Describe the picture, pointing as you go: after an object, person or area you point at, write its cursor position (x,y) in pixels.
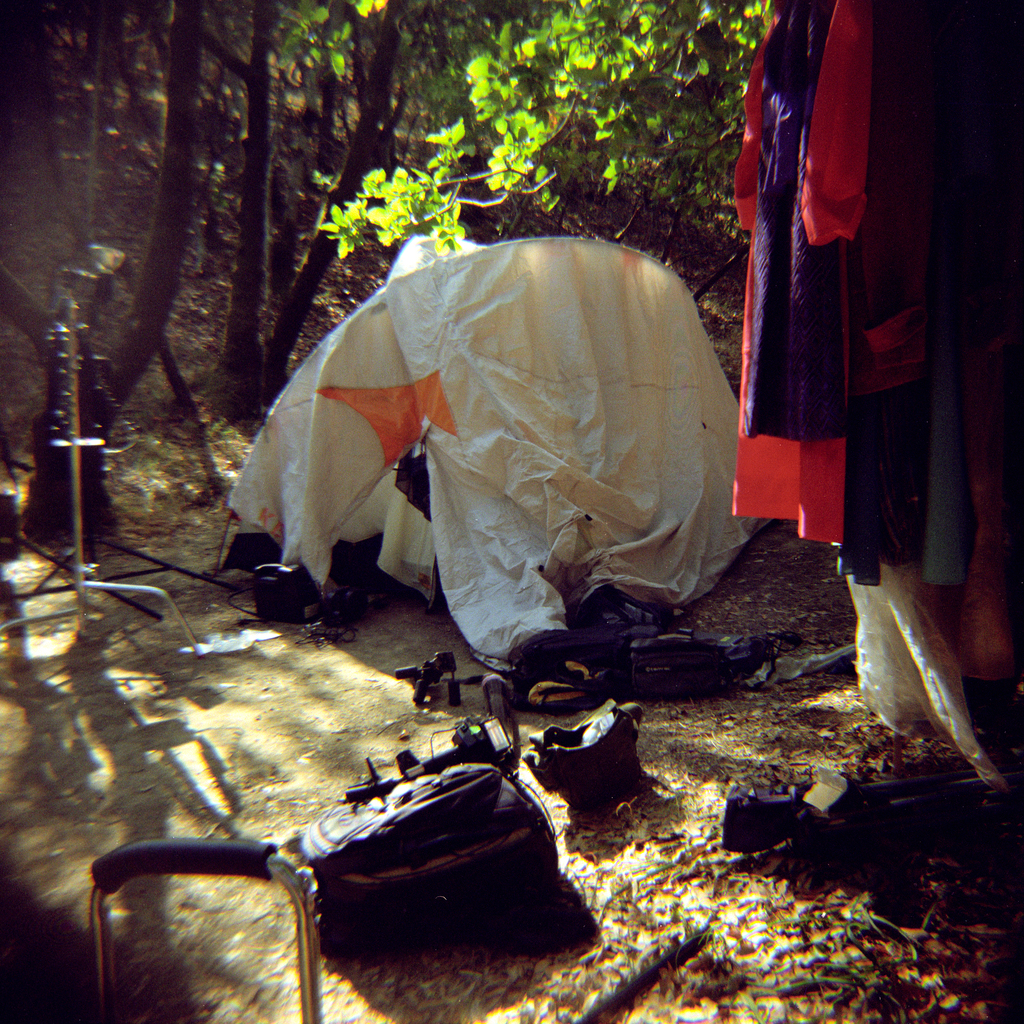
In this image we can see a white color tent (511,329), behind the tent (574,347) trees (446,176) are there. In front of the tent (497,247) bags (429,811), camera (484,745), stand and some clothes (835,225) are there.
